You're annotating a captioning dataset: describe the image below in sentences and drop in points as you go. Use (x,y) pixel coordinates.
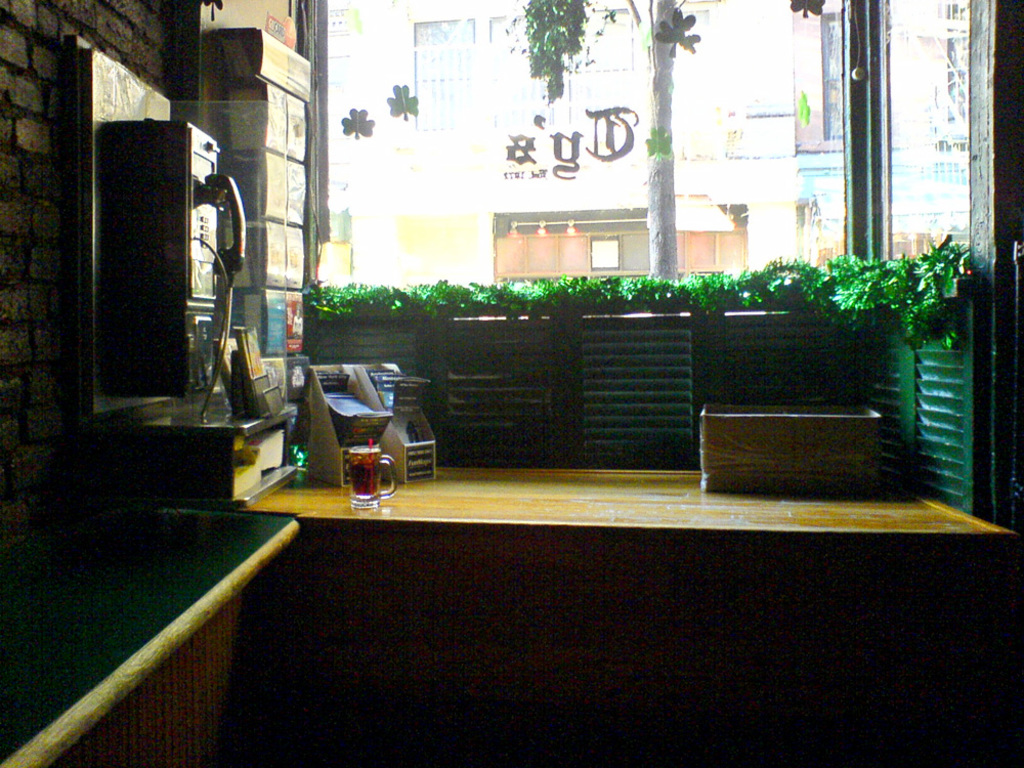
In this image I can see the brown color table (669,538). On the table (604,517) there is a glass (356,491), box (742,443) and I can see some objects (345,430). To the side of the table (400,498) there is a green color wooden object (546,379) and the bushes (569,290) on it. To the left (138,330) I can see the telephone (107,271) to the wall (13,115). In the back (618,200) I can see the window (537,215) and I can see the building (500,168) through the window (568,169).
